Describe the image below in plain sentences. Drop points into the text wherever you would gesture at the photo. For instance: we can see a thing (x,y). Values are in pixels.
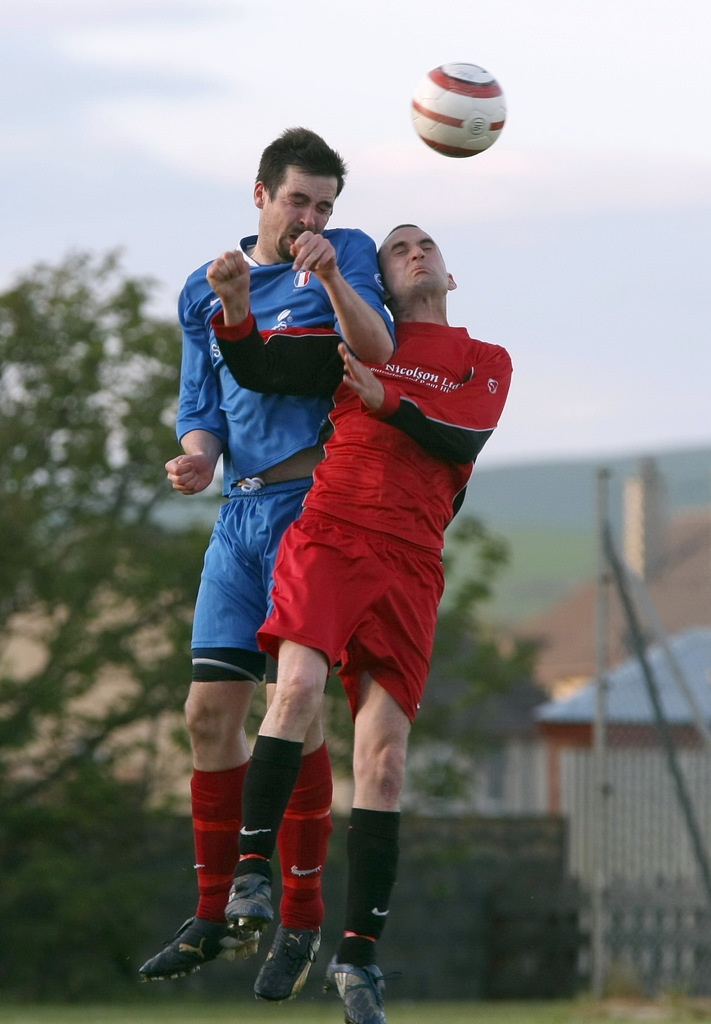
In the center of the image (309,410) we can see men (264,721) jumping. In the background (648,378) we can see trees (118,472), buildings (568,698), hill (526,515) and sky (567,281).
